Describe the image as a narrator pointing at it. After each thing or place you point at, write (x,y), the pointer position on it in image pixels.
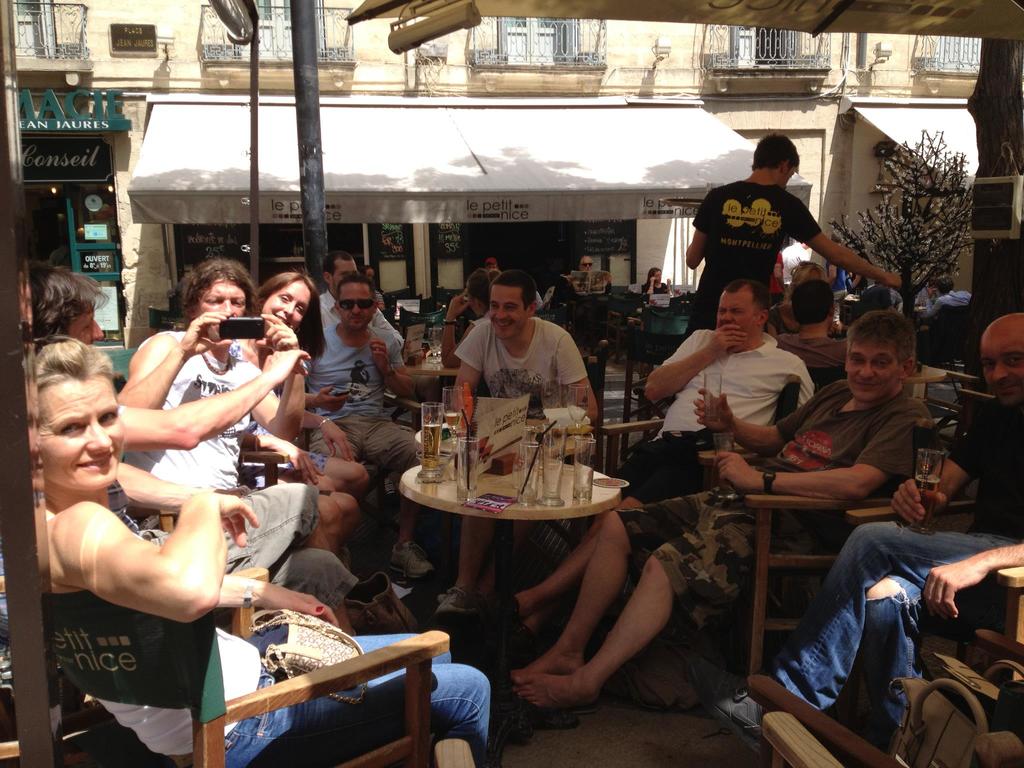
In this picture there are a group of people (70,297) sitting and the woman (47,451) who is sitting here is smiling and there's a table (595,503) in front of them with some wine glasses (548,444) and in the background (199,55) is a building (245,82) there is a person (736,195) standing is a plant (898,235).
